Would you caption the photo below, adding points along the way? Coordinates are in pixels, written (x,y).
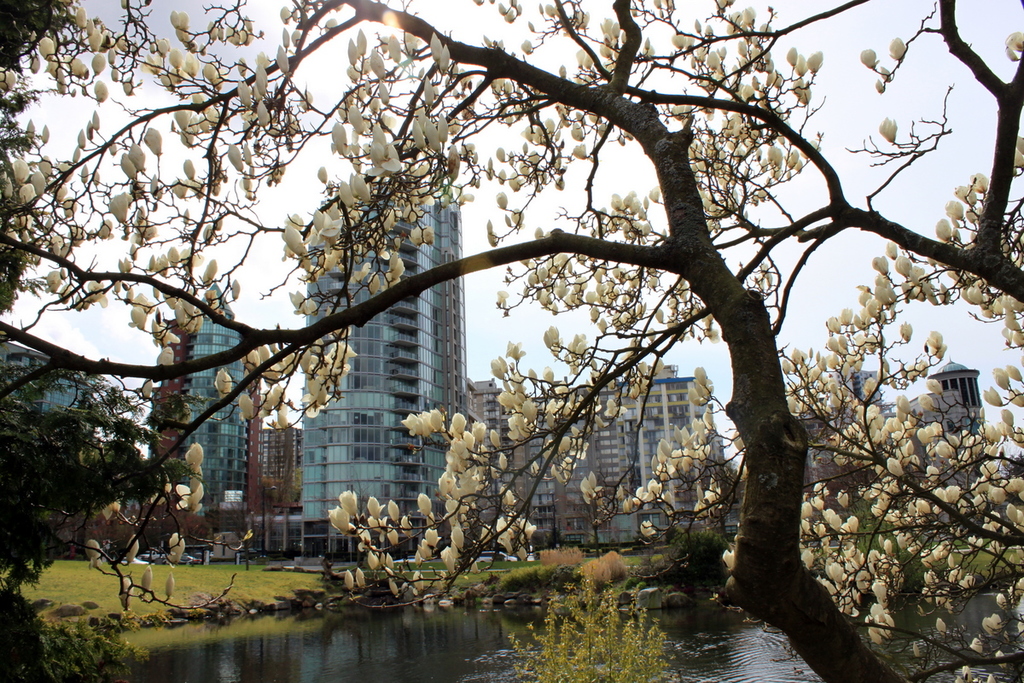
On the right side (829,625), there is a tree (786,517), which is having white color flowers (601,50). In the background (290,639), there is water (242,645), near plants (559,552) and grass (241,597) on the ground (161,590), there are buildings (433,345) and there is sky (801,124).
